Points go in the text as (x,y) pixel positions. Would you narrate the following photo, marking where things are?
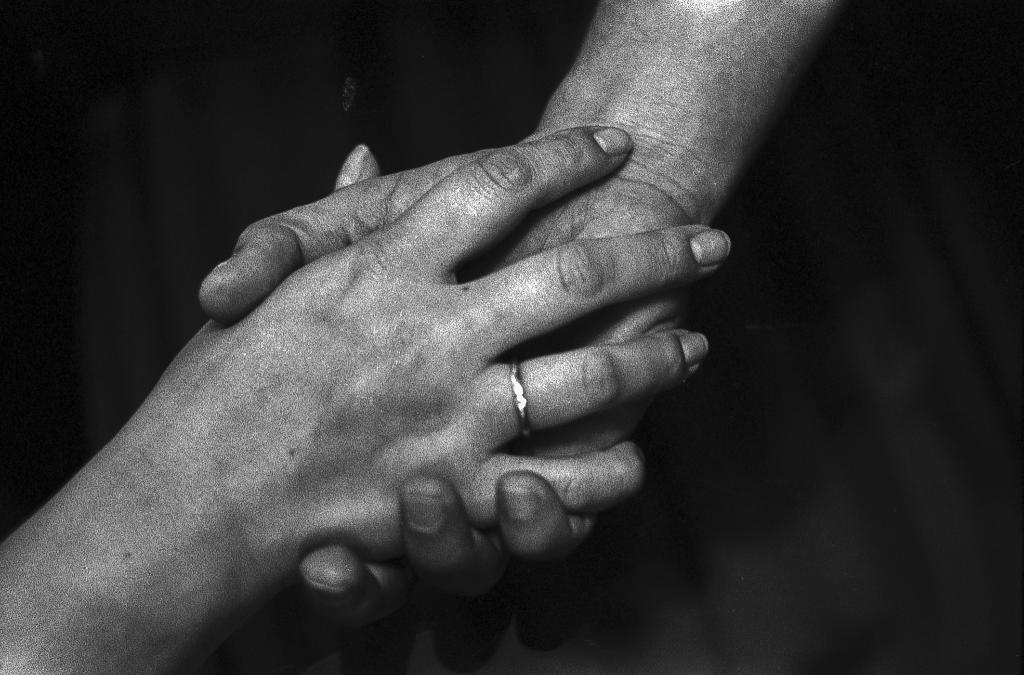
In this image there are hands (399,332) of two people (484,355) visible.
